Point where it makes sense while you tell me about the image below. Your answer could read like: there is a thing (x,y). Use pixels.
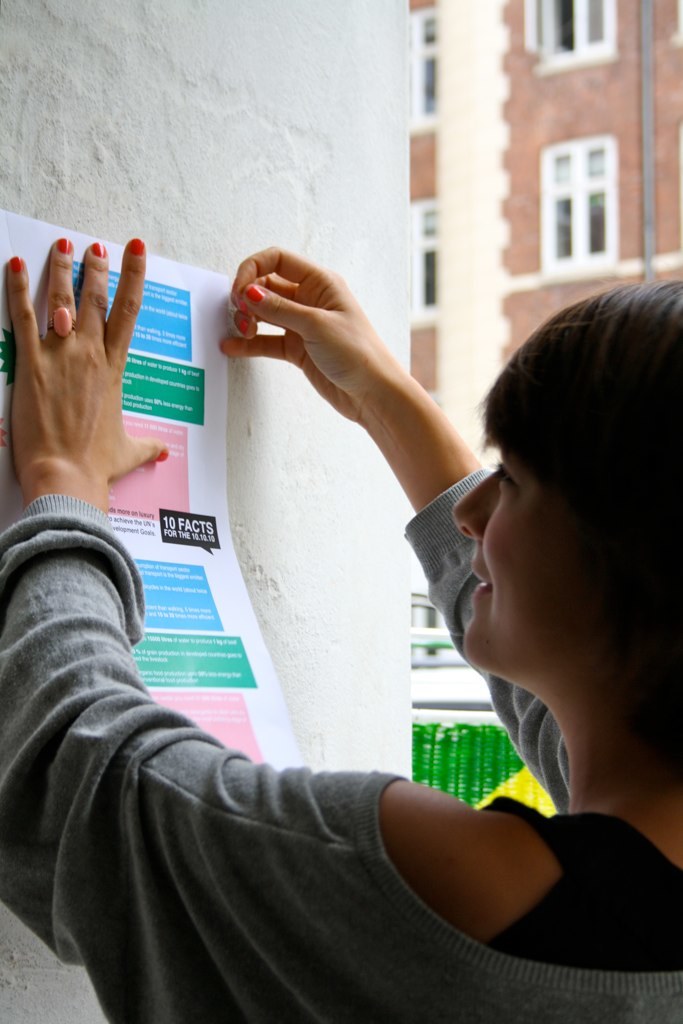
In this picture I can see a person (579,937) holding a paper (4,503), which is on the wall (312,650), and in the background (573,174) there is a building (568,129) with windows (547,212).
